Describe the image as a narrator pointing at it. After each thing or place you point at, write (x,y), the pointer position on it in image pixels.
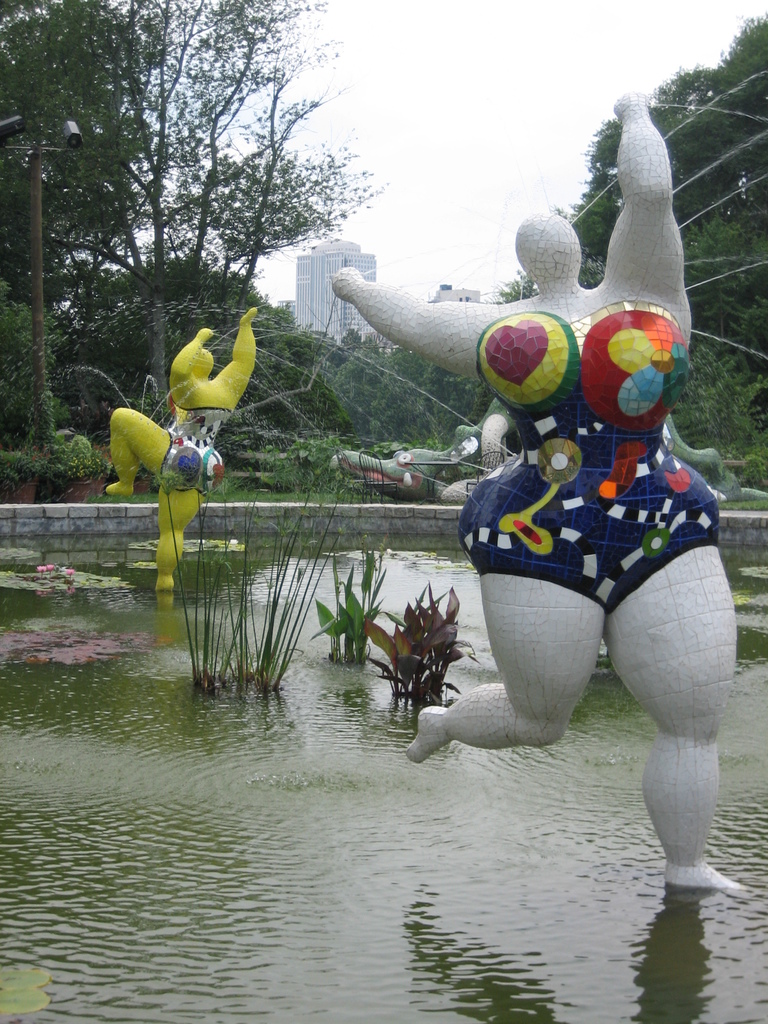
In this image we can see the pond statues (491,366). Here we can see the water (4,867). In the background (360,340), we can see the buildings (299,301) and trees (398,356).
